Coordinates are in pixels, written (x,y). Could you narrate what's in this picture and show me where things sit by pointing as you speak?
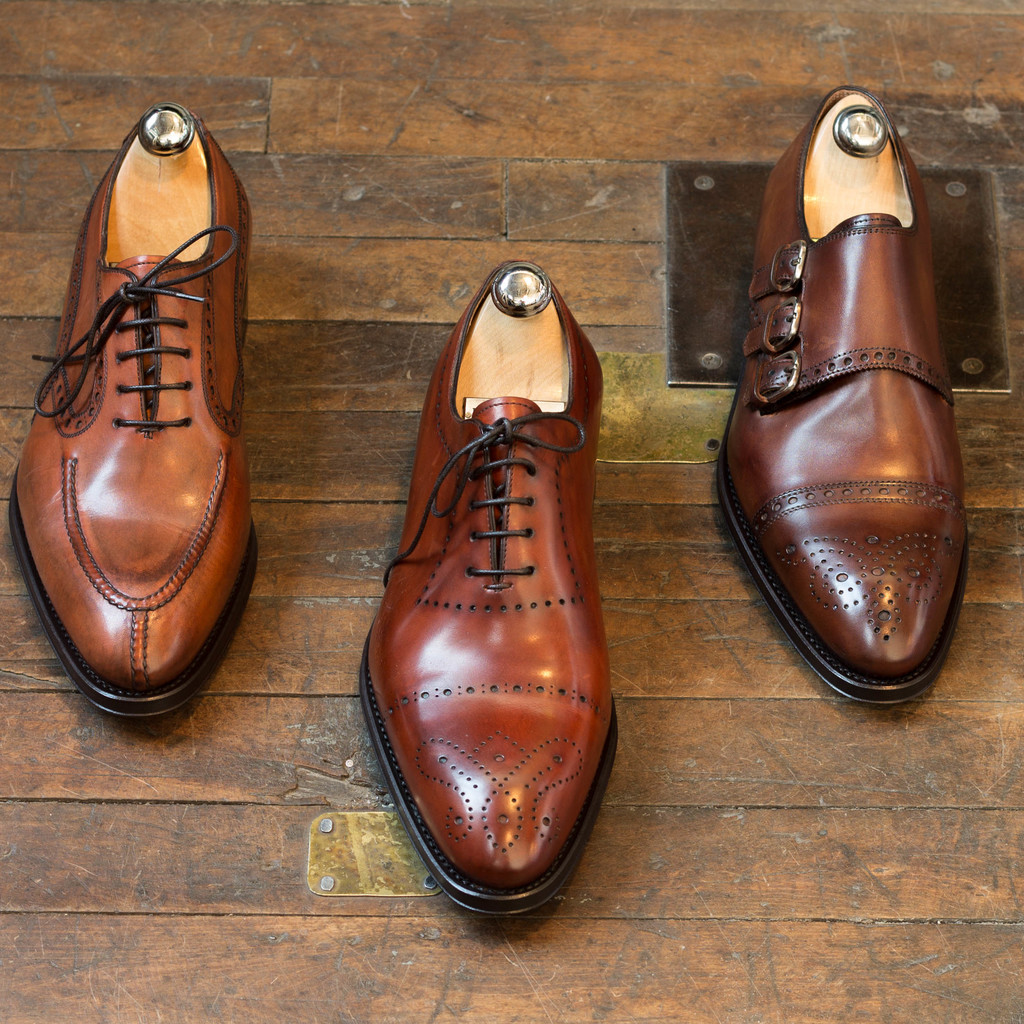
In the picture there are three shoes (518,437) on a wooden floor (628,625).
